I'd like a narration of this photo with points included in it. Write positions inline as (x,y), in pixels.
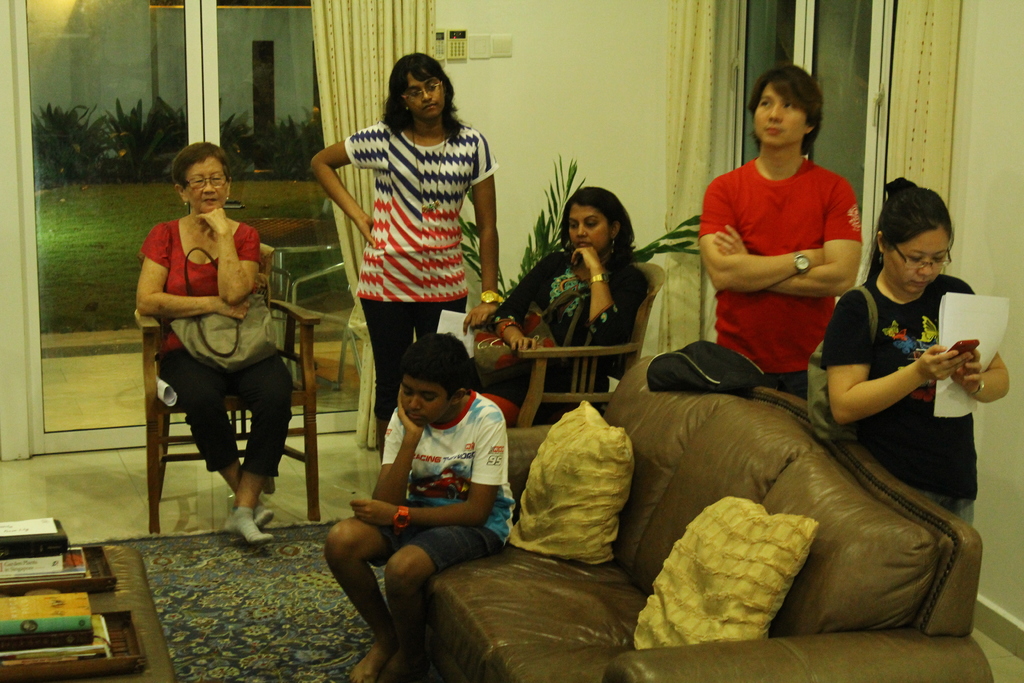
The picture is taken inside a room (306,529). In the room (360,512) there are many persons (454,268). These two persons (893,350) are holding papers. Here on the table (45,597) there are books (80,625). This is a sofa (650,453). On the chairs (299,356) two persons (197,300) are sitting. These are curtain (392,43). Here there is a plant (527,232). This is a door (114,131). Through the glass door (118,139) we can see outside there are plants (139,106) and building (156,90). This is a window (803,45).
